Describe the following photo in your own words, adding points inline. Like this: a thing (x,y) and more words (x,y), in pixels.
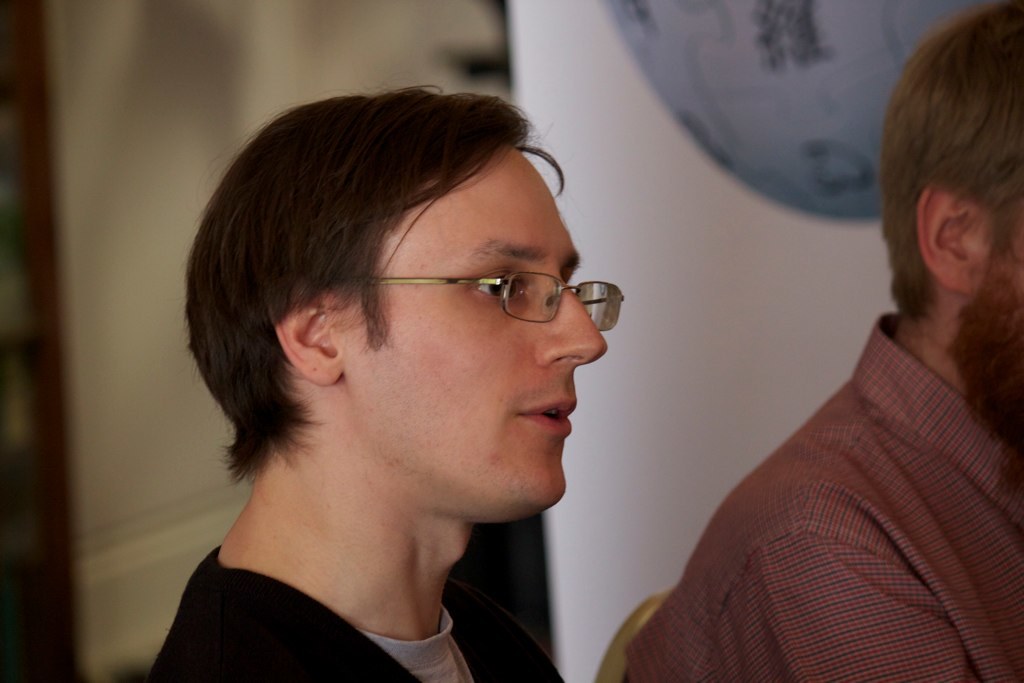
In this image there are two persons (762,585) sitting on a chair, behind them there is an object (813,100) hanging on the wall (744,197) and the other side of the image is blurred.
